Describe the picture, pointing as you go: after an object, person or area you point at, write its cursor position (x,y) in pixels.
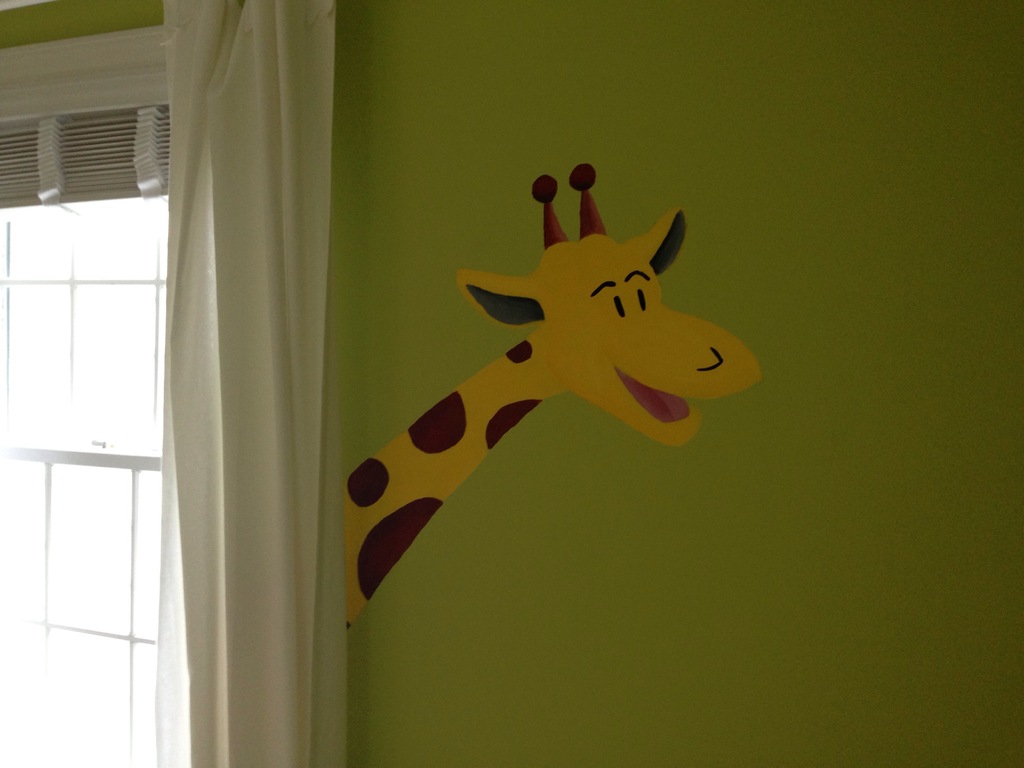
In this picture we can see painted wall (583,415), side we can see window (122,384) and curtain (169,382).
